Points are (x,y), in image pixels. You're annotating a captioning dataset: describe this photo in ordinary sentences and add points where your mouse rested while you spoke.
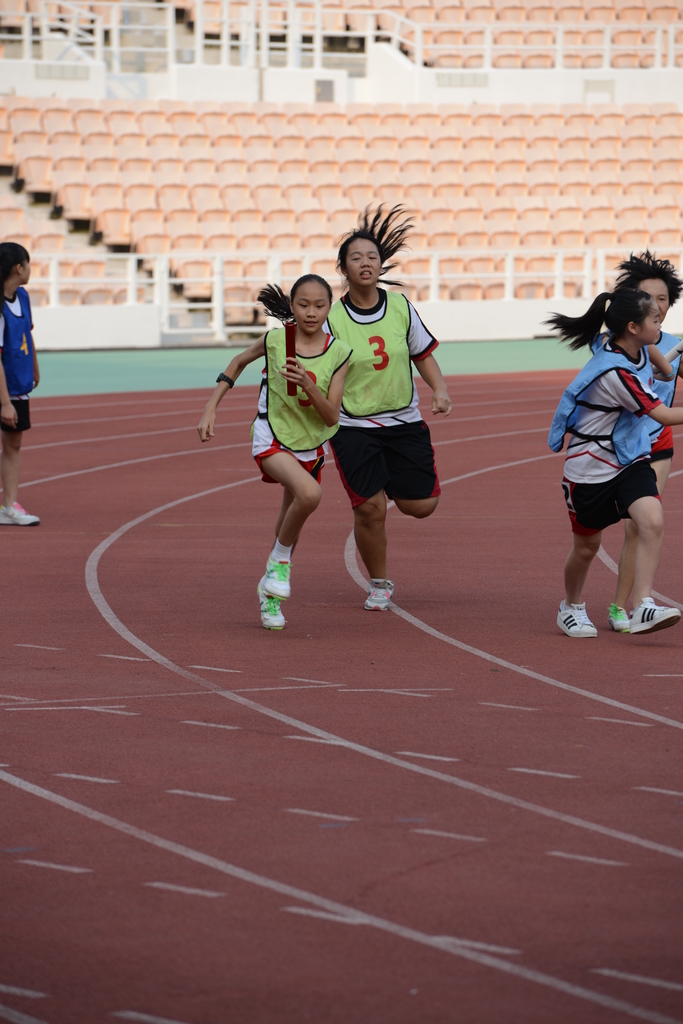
In this picture we can see some people (611,459) running here, on the left side (10,340) there is a person (14,376) standing, in the background (242,173) there are some chairs (318,142), we can see railing (193,256) here.
